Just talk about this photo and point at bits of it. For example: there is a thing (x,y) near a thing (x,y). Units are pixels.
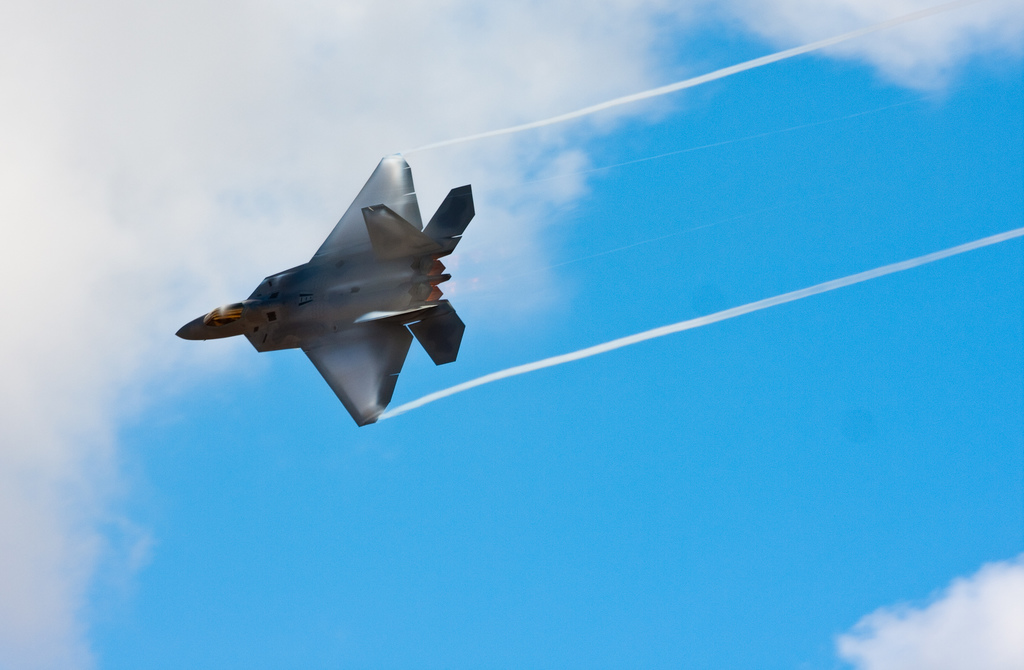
In this image we can see a Jet plane (411,188) and the sky (489,317) is in the background (639,467).
